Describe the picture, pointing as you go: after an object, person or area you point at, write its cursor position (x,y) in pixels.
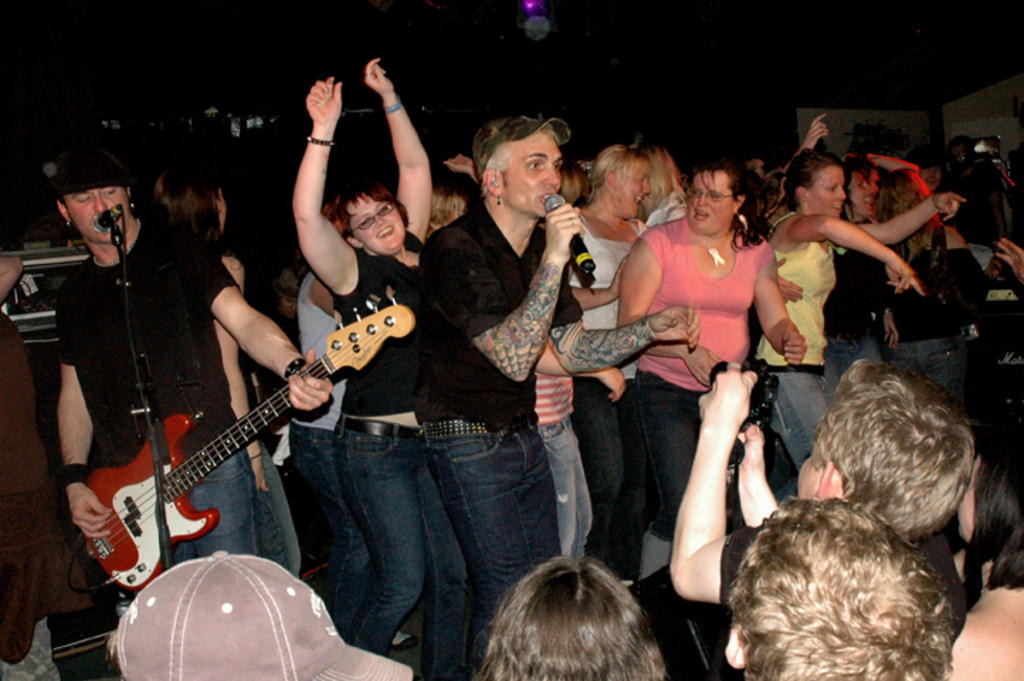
in this image the many persons (746,227) are standing on the floor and one person (186,377) he is playing the guitar (147,472) and singing also and another person (526,279) also singing the song and some persons (753,487) they are clicking the photos the back ground (430,98) is very dark all the persons (206,248) they are enjoying the functions.
